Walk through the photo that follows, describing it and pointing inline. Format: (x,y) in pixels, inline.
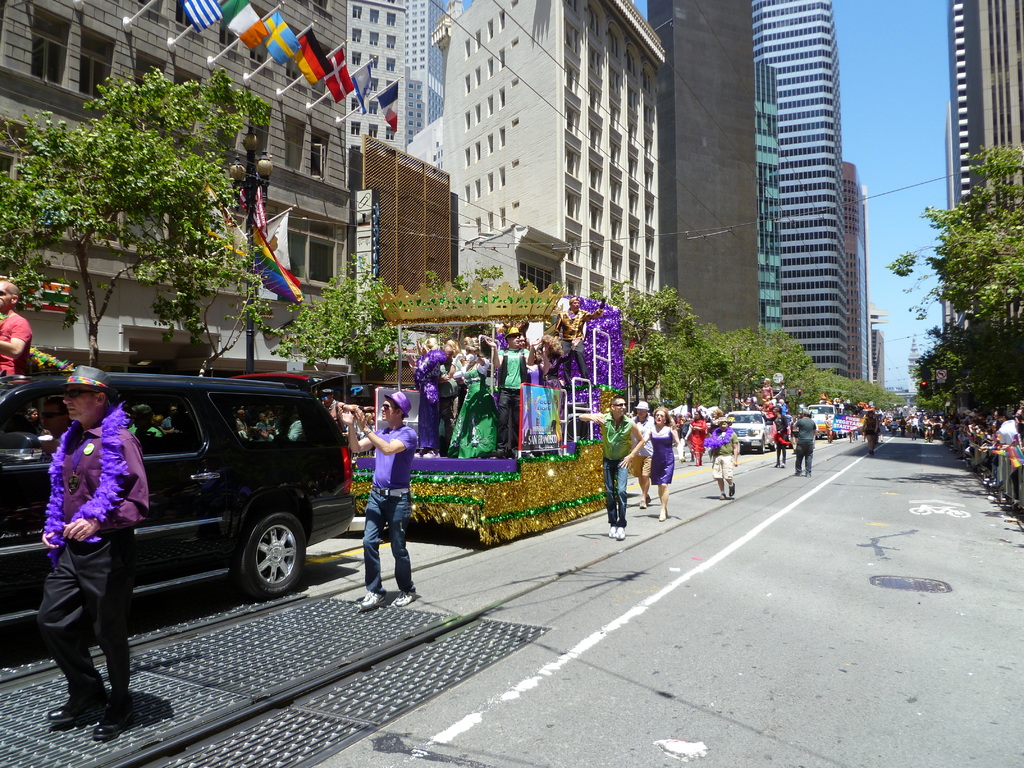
In the image there are a lot of tall buildings (743,144) and in between those buildings (837,361) there is a road (802,484) and some event is being conducted on the road (795,501), most of the people (624,436) are wearing purple dress (656,453) and walking on the road (99,664), on the either side of the road (770,466) there are a lot of trees (699,332).
